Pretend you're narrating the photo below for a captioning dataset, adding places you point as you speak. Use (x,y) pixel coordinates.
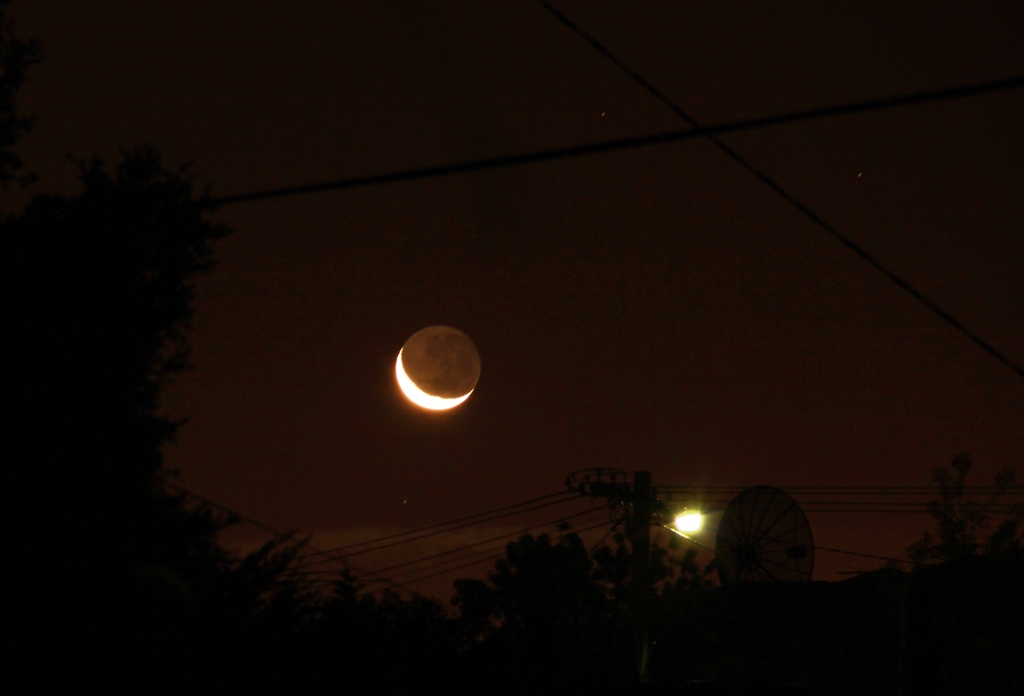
In this picture I can see few trees (669,596) in front (609,607) and I see the wires (848,553) and I can see the light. In the background (333,472) I see the sky (648,179) and in the center of this image (443,381) I see the moon (415,357) and I see that this image is a bit in dark.
